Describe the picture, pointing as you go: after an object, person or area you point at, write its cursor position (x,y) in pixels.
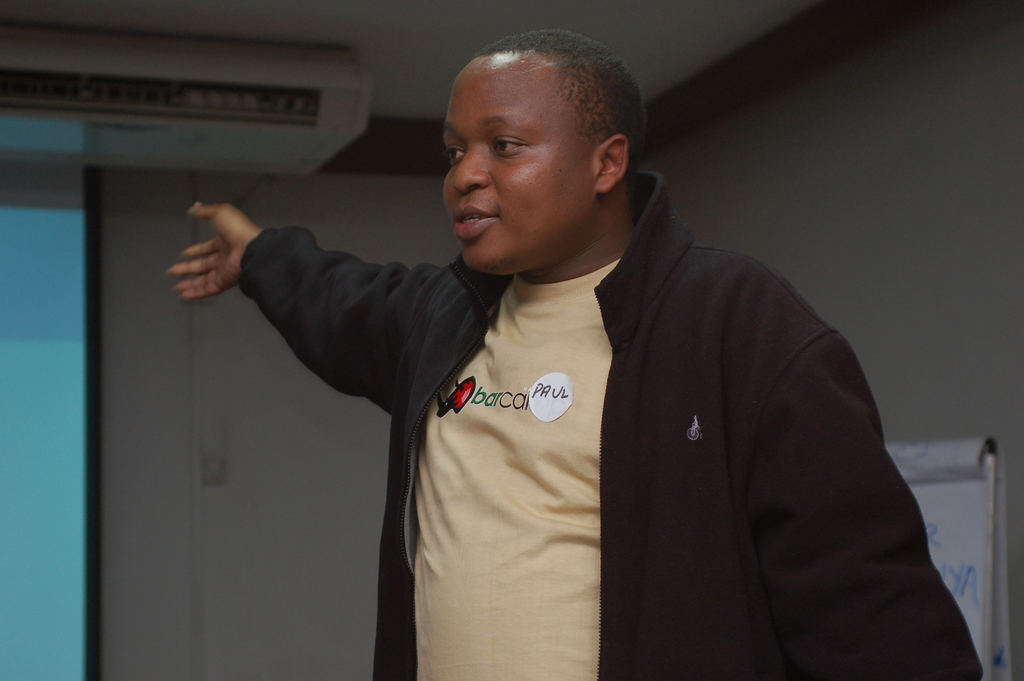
In this image we can see a person (519,487) wearing cream color T-shirt (566,454), black color jacket (441,363) raising his hands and at the background of the image (174,111) there is A. C (133,46). wall (218,358) and board (971,512).
